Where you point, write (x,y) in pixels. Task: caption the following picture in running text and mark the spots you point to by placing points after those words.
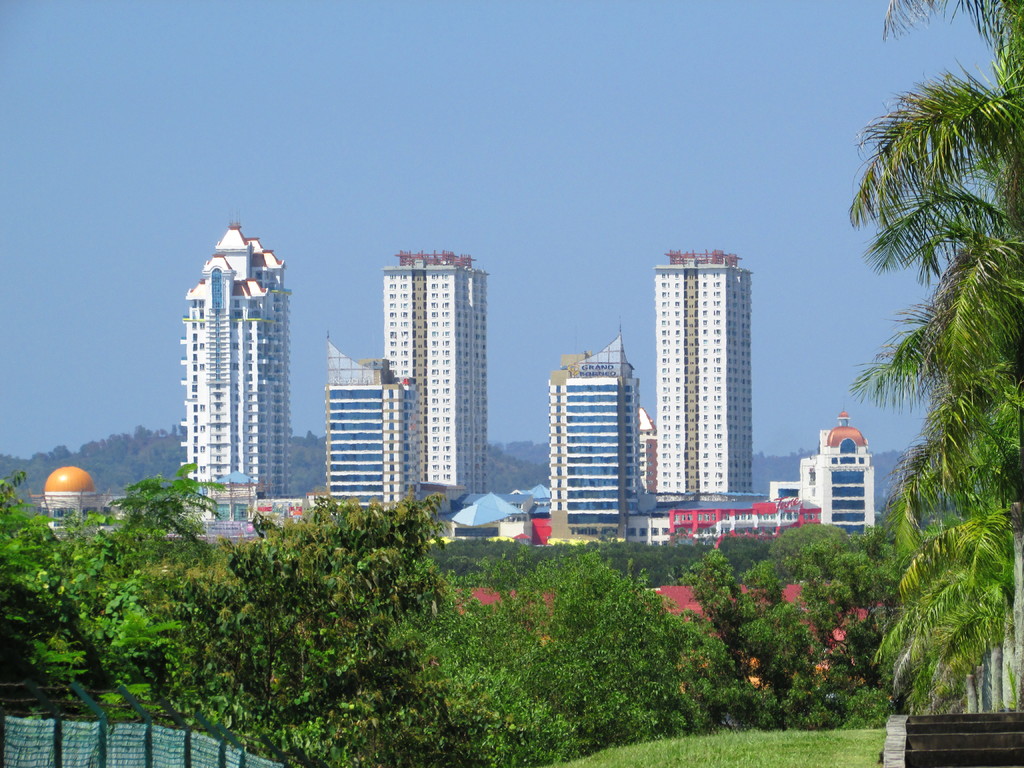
In this image there is a sky (548,140), there are buildings (453,405), there are trees (655,635), towards the right of the image (953,259) there are trees (977,553) truncated, there is grass (741,751), there is fencing (117,739) towards the left of the image (114,733).
